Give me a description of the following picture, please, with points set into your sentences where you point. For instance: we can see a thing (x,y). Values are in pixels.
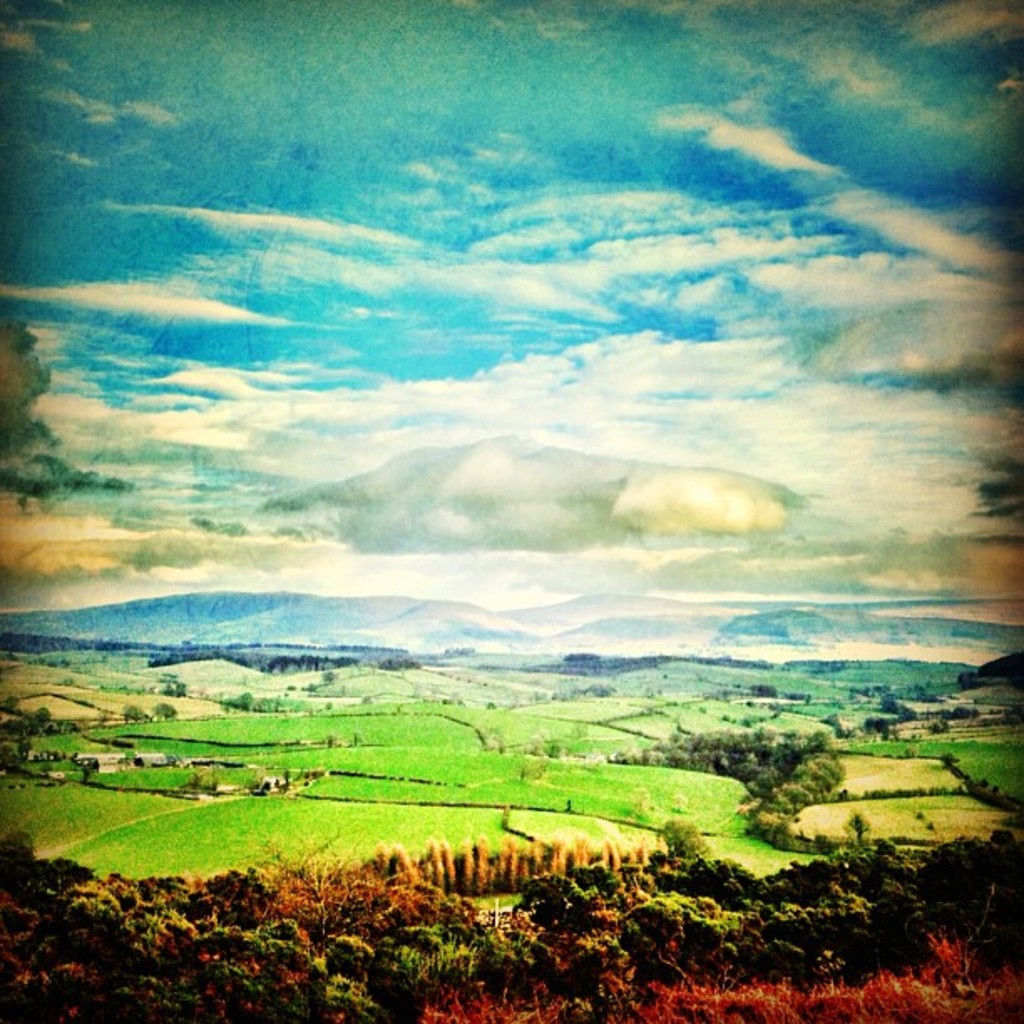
There are trees (561,973) at the bottom of this image (397,907). We can see a grassy land (381,700) and mountains (424,636) in the background (486,739). The cloudy sky (509,552) is at the top of this image (466,206).
